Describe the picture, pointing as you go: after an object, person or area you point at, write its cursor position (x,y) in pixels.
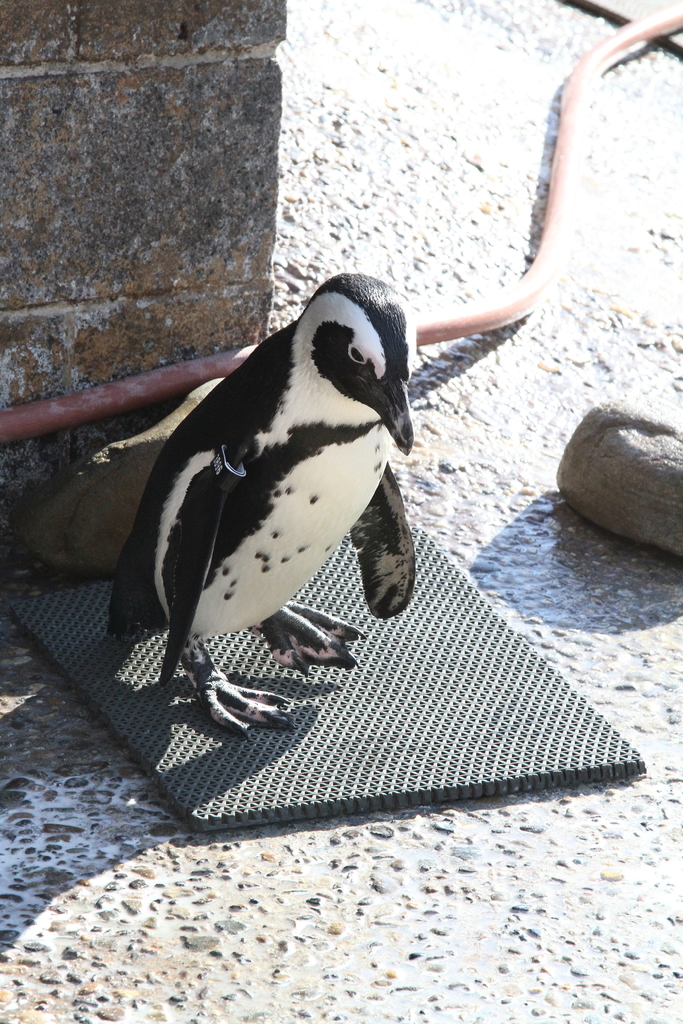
In this image we can see a penguin (257,511) on the mat (383,678), there is a wall (18,397) and a pipe (58,406) and there is an object (627,475) on the ground (460,902).
